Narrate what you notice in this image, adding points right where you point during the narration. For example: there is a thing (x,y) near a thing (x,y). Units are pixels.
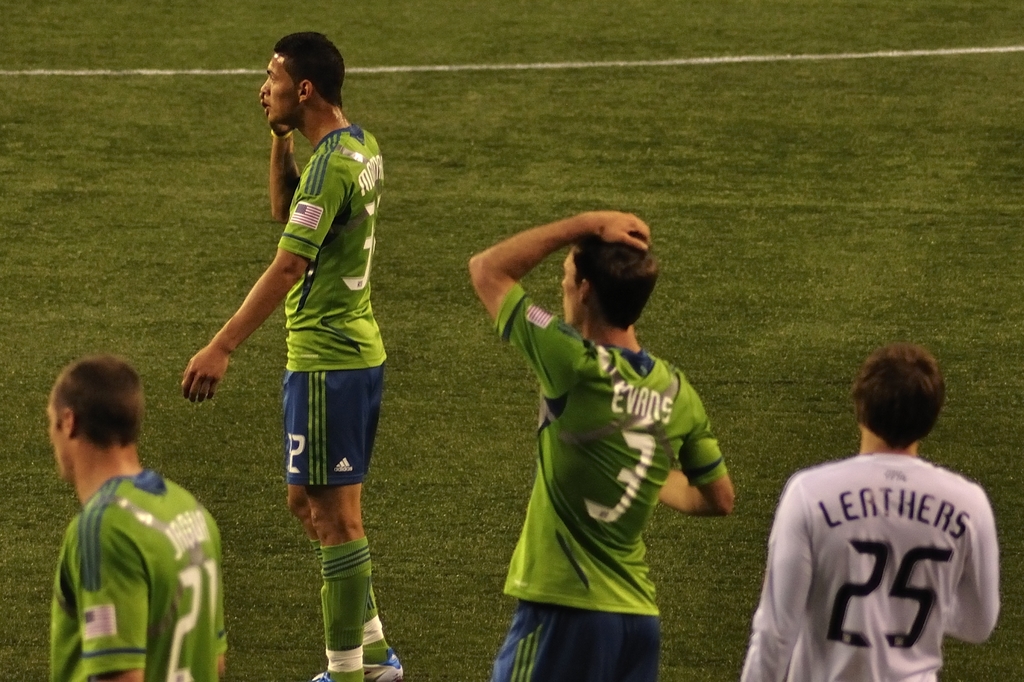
In this image I can see the group of people (179,584) with green, blue and white color dresses (353,425). These people (384,352) are on the ground (460,277).
